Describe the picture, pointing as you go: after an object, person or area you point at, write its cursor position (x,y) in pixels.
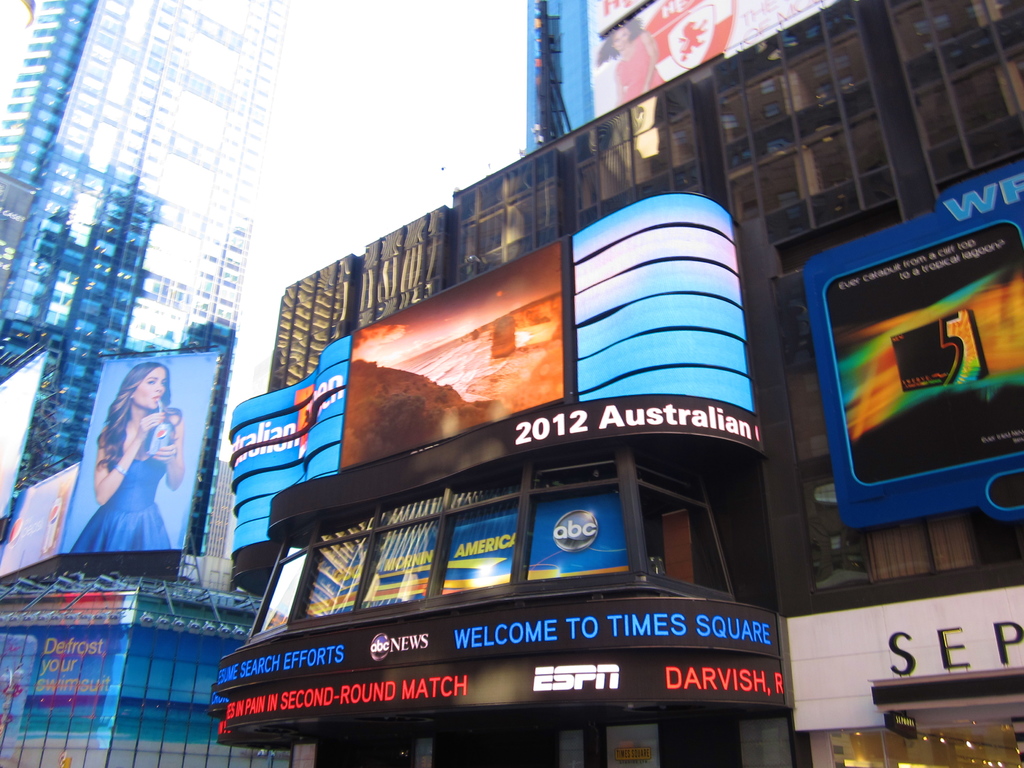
This image is taken outdoors. In the middle of the image (568,266) there are two buildings (763,236) with walls (171,245), windows (142,224), roofs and doors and there are many boards (454,450) with text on them. There are a few lights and there are a few posts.
